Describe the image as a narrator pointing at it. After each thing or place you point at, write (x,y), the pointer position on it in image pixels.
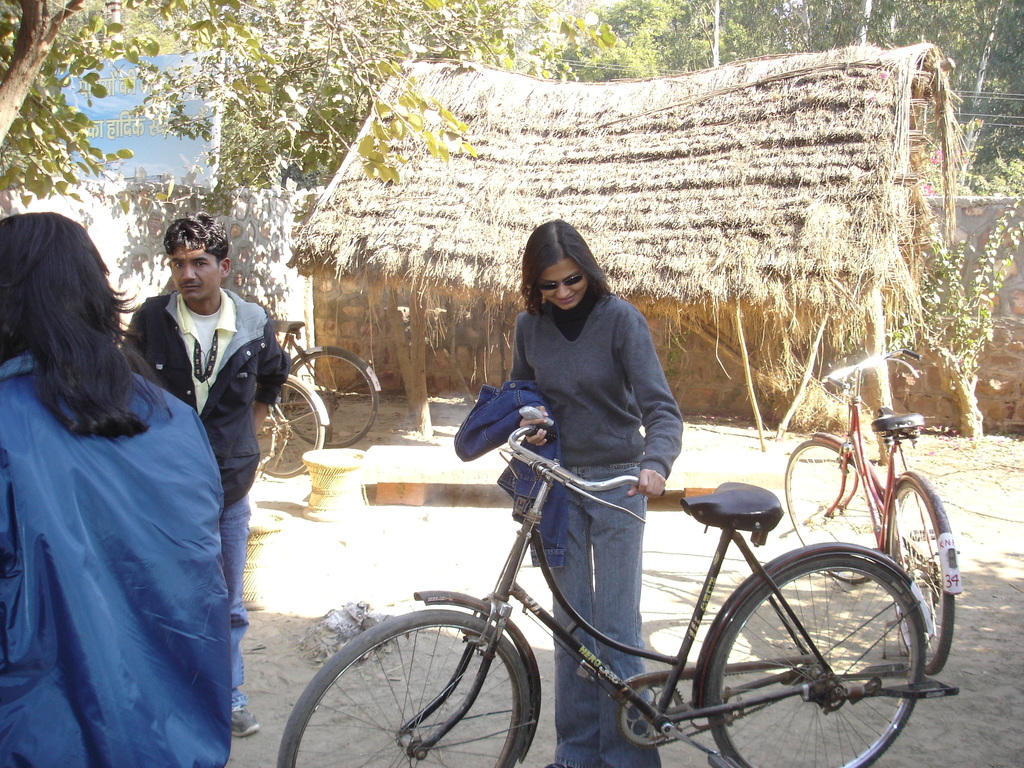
In this image we can see some bicycles (586,483) and three persons (636,441), among them one is holding the object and a bicycle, we can see a wall (716,404), hut (488,245), trees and sky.
